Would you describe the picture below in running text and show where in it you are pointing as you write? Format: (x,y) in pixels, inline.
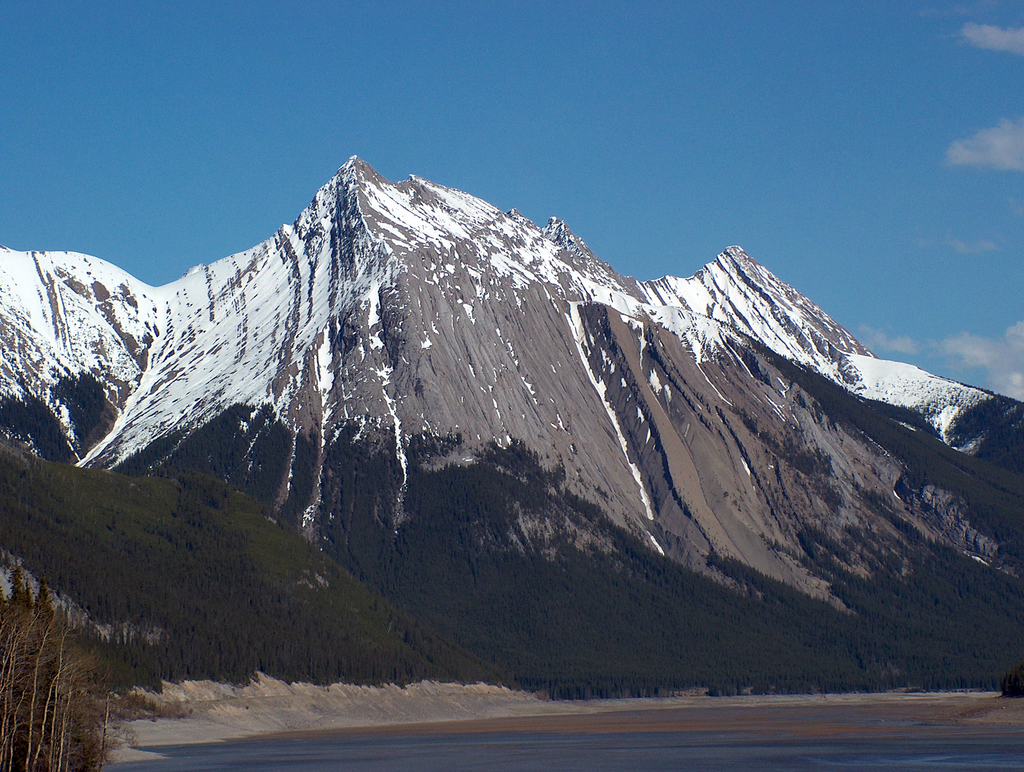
In the picture we can see the mountains (882,568) covered with the snow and in the background (573,54), we can see the sky (636,179) with clouds (967,165).
